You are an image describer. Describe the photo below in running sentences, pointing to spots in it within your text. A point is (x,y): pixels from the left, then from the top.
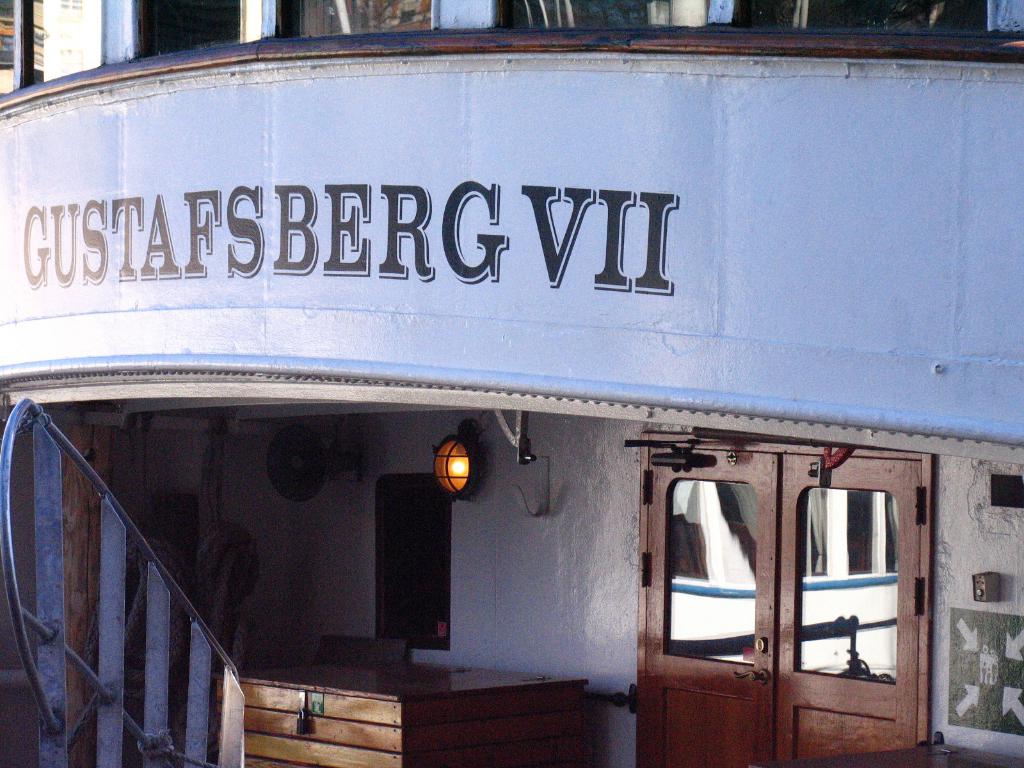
This is a ship (400,207) and here we can see some text (611,271) on the wall (507,286) and there are railings (114,616) and we can see a light (445,476), a wooden box (355,693) and there are doors (714,569).
